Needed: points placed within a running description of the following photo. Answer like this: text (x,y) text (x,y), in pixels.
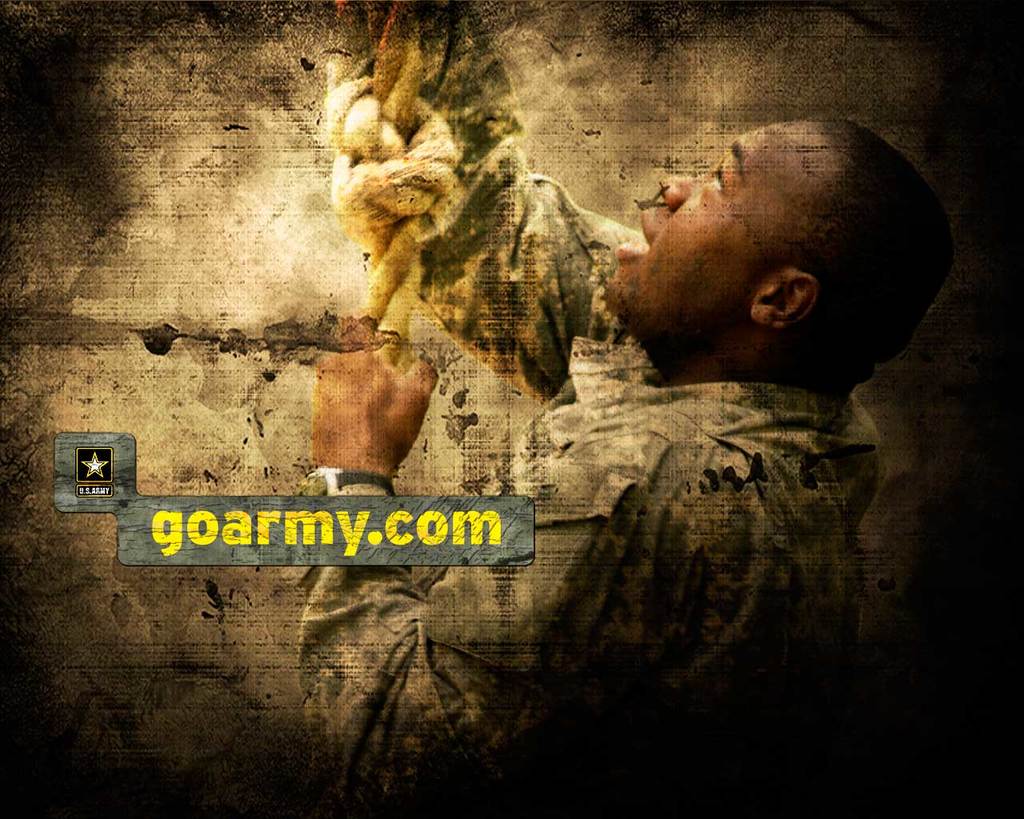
There is a person (629,357) holding a rope (356,164). And there is a watermark (214,509) on the image.
